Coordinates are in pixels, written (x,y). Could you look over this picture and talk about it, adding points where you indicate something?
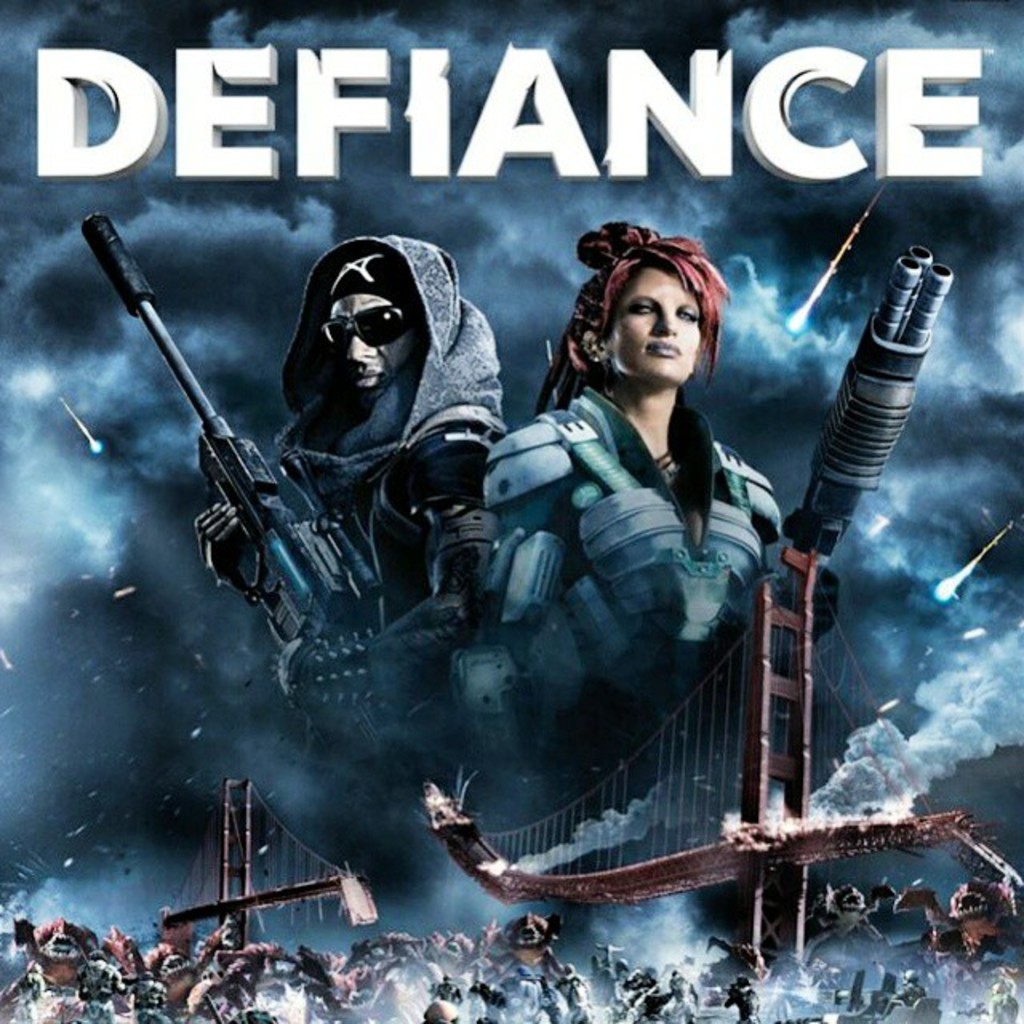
This is an animated image. In the center (410,505) we can see the two persons (576,588) holding the weapons (238,501) and in the foreground (862,942) we can see the group of persons (252,941), metal rods (615,873) and some other objects (768,877). At the top (428,102) we can see the text (693,86). In the background (868,228) we can see the sky (361,206), clouds (945,500) and some objects (803,309) in the sky (58,453).
